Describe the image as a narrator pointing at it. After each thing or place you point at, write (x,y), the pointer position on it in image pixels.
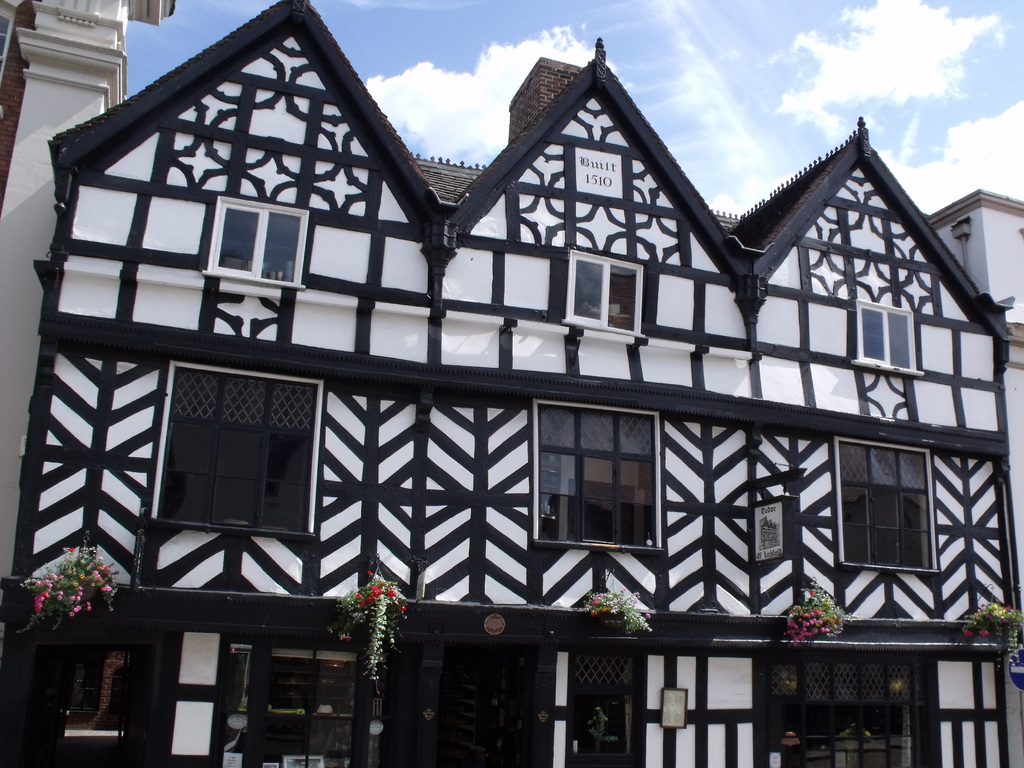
In this image we can see a house (328,404) with windows (214,443) and flower pots (821,616). At the top of the image (504,32) there is sky (504,32) and clouds (580,58). At the bottom of the image (480,654) there is door (455,754).
